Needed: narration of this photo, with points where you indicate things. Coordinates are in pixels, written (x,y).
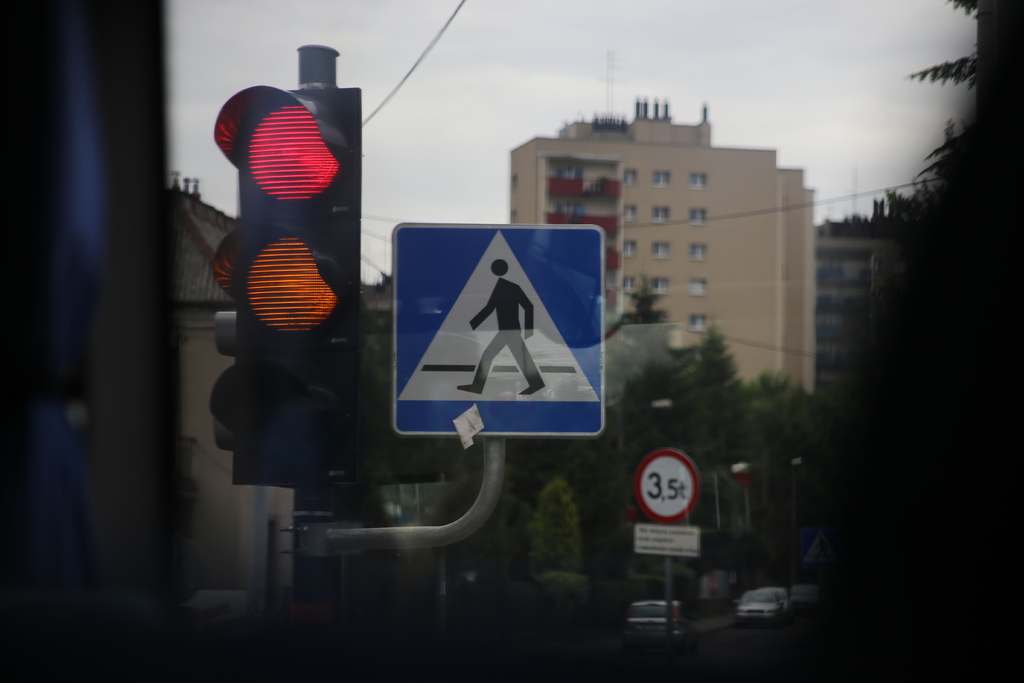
In this picture we can see the poles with traffic signals (320,357) and boards (658,496). Behind the poles (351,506) there are vehicles (770,610) on the road (723,622) and behind the vehicles (773,588) there are trees (708,447), cables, buildings (617,173) and the sky (621,109).
